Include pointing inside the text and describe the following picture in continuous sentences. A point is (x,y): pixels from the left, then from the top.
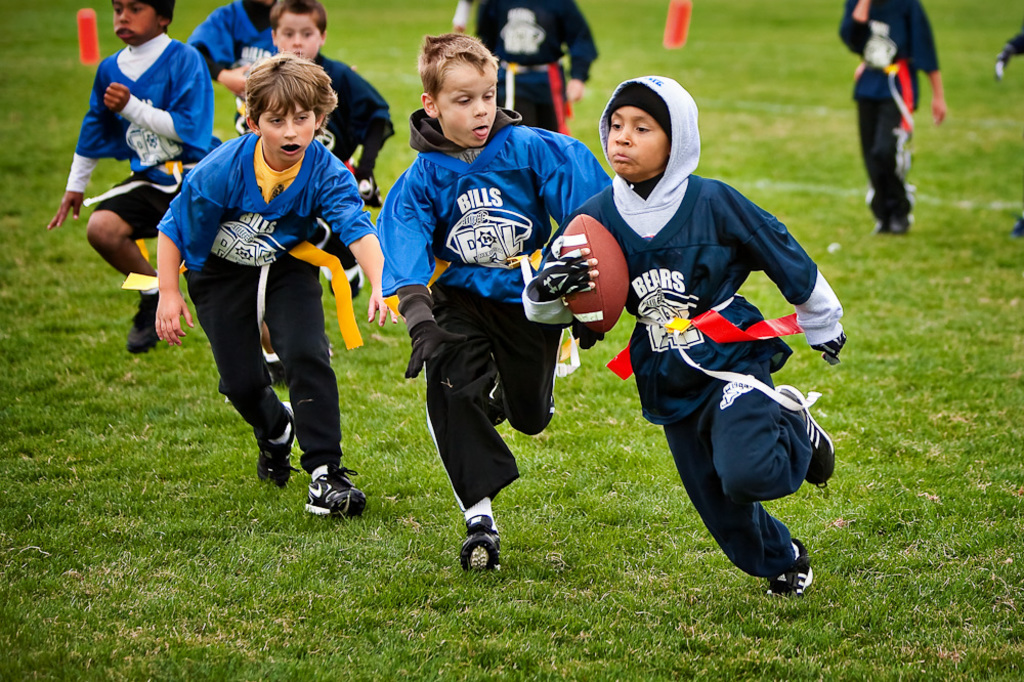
In this picture we can see a group of boys (676,176) where one is holding ball (587,237) in his hand (582,259) and they are running on ground (380,436) and some are standing.
